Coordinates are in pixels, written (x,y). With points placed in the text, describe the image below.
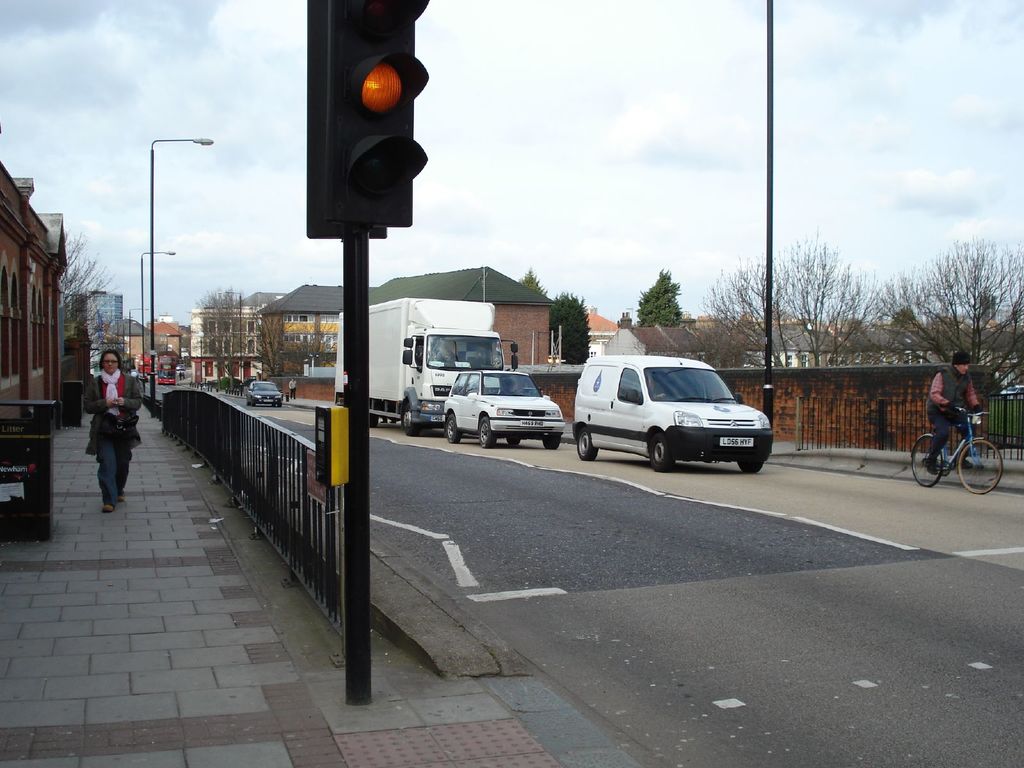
This is an outside view. On the right side (886,621) there are few vehicles (471,394) on the road (681,506) and a person (951,424) is riding the bicycle (937,474). On the left side (113,420) there is a person (114,450) walking on the footpath (103,585). Beside there is a railing (222,432). In the background (266,327) there are many trees (78,324), houses (628,329) and light poles (152,259). At the top of the image (572,135) I can see the sky (622,160) and clouds (530,122). In the foreground (368,424) there is a traffic signal pole (347,192) beside the road (578,547).
